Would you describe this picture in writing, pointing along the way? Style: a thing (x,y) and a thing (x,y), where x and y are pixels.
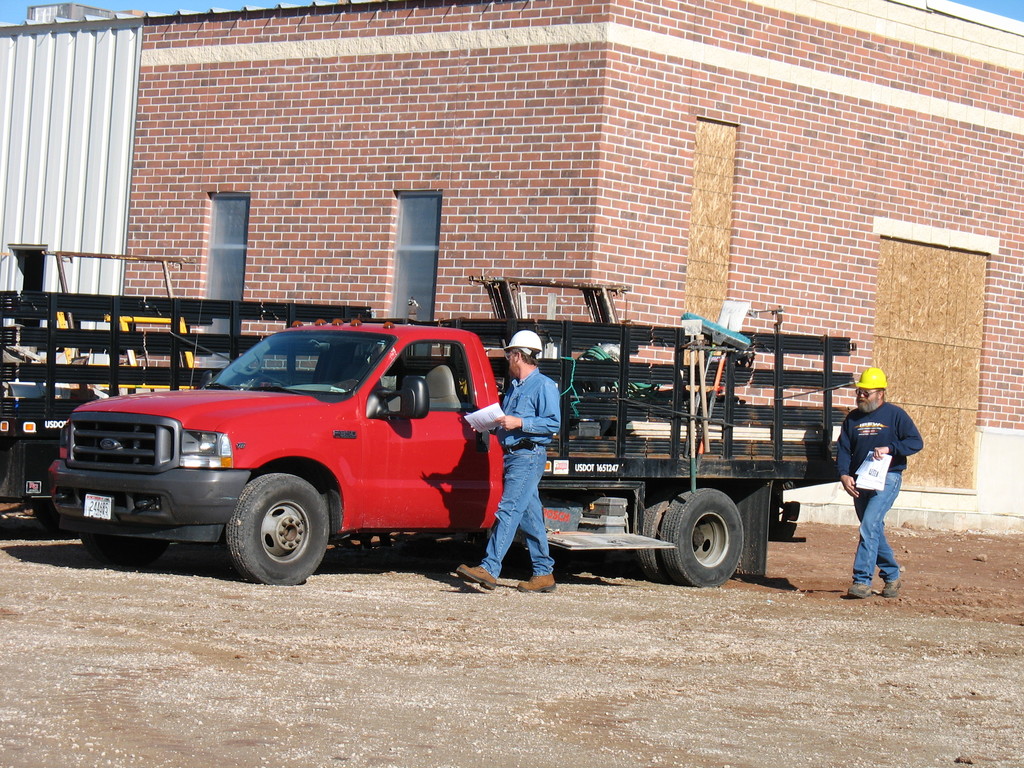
In this image in the center (534,425) there is one vehicle (686,471) and two persons (525,382) are holding some papers (884,472) and walking. At the bottom (394,667) there is a walkway (175,591) and in the background (72,302) there is railing (77,335) and some poles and some objects (141,321), in the background (620,154) there are some buildings (896,189).
